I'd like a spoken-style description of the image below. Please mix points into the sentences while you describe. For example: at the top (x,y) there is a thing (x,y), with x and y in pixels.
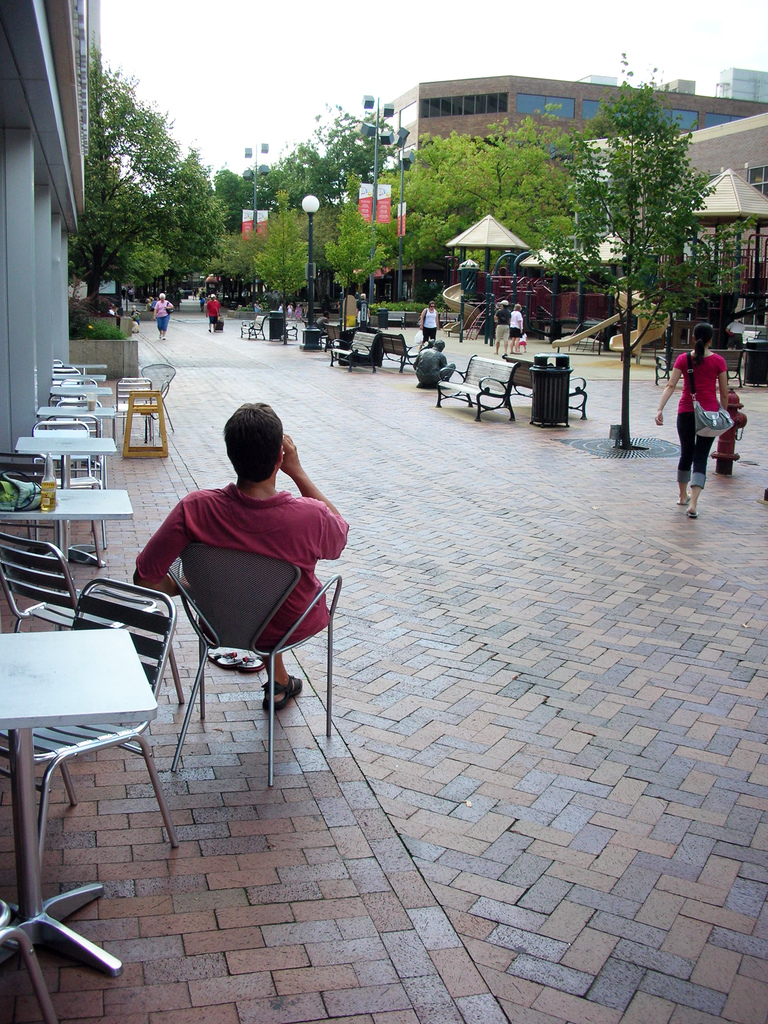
In this picture we can see a man (255,515) who is sitting on the chair (236,582). These are the tables (27,843). On the table (92,501) there is a bottle (47,485). These are the benches (475,367). Here we can see a woman (661,417) who is walking on the road (626,521). There are plants (503,199) and this is pole (311,282). On the background (340,65) we can see a sky (605,67) and this is building (696,174).
